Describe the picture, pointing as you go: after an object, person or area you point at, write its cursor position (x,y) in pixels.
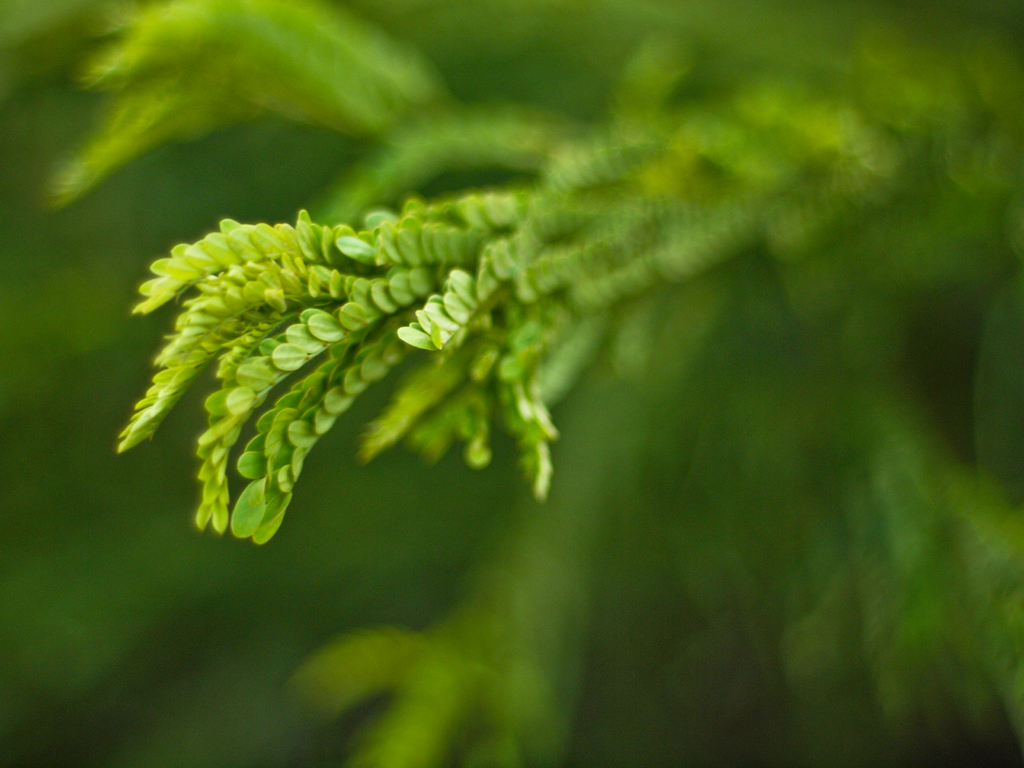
In this picture we can see leaves (436,433) and blurry background (391,555).
